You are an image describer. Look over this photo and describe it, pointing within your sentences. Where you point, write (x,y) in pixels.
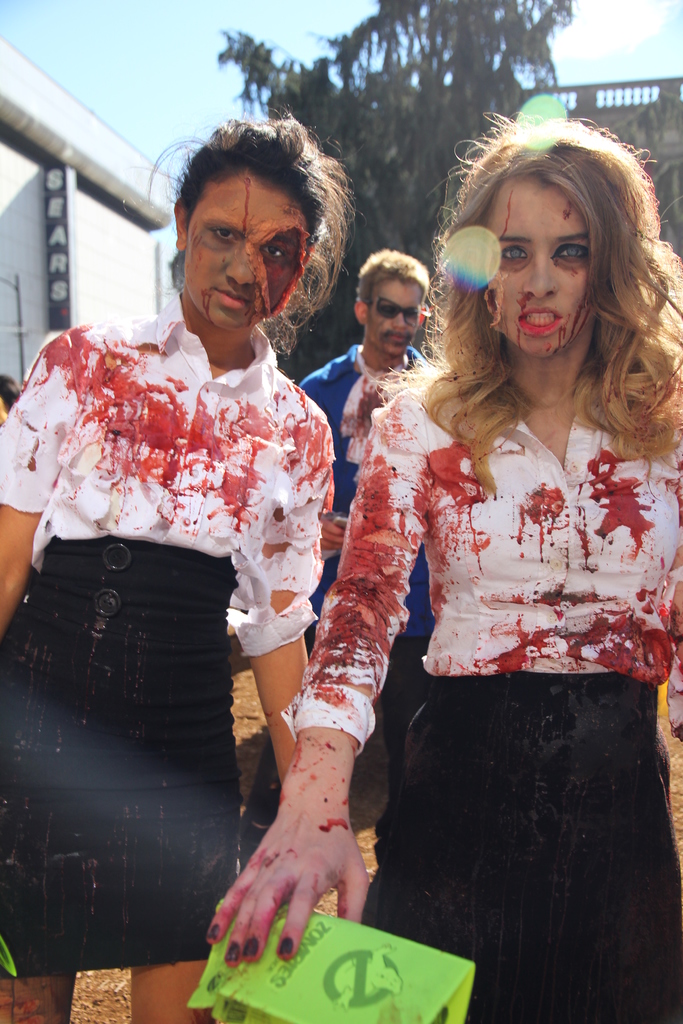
This picture describes about group of people (333,530), few people (362,548) wore costumes (366,577), in the background (346,323) we can see few trees (389,232) and buildings (40,256).
